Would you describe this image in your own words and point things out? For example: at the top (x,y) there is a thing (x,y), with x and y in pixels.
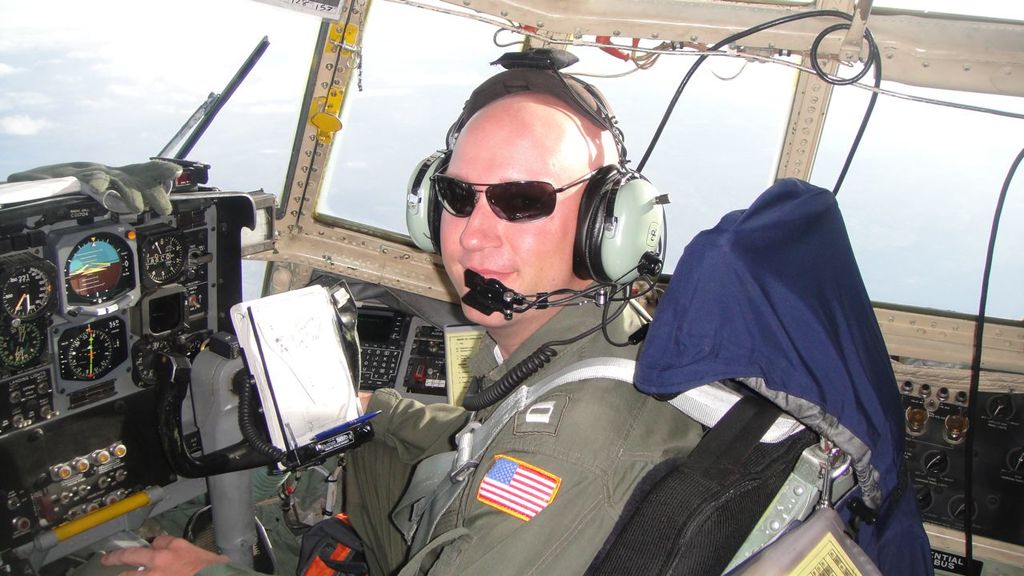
In the foreground of the picture (502,116) we can see a person (482,207) sitting in the airplane (976,410). In the background (47,76) we can see sky (370,114).
